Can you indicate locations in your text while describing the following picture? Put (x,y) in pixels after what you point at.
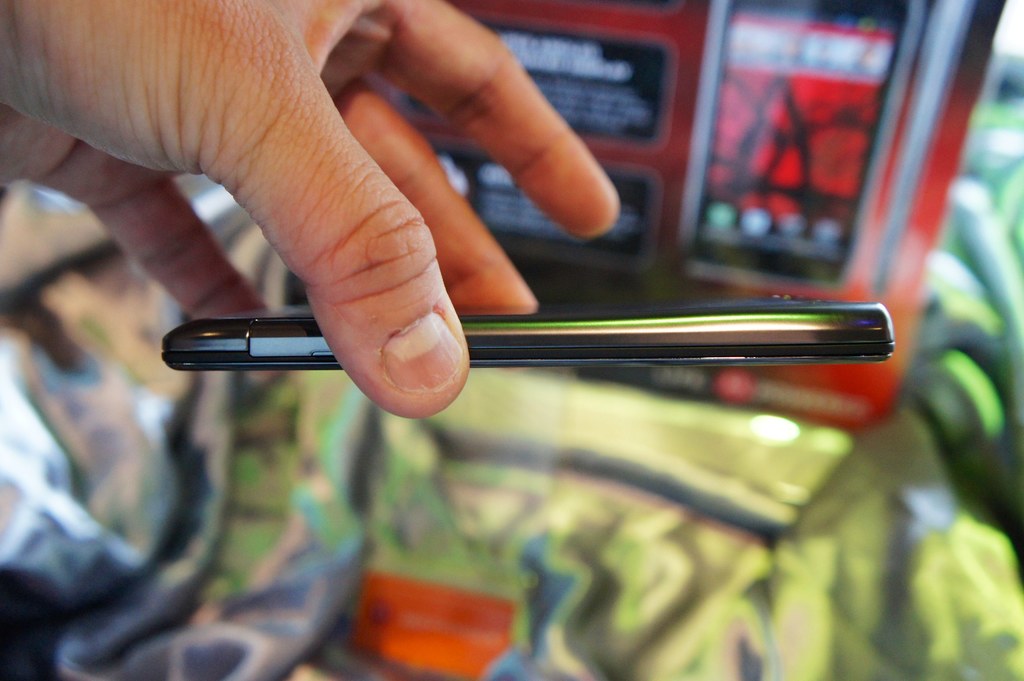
In this picture we can see a person's hand (259,208) and a mobile (846,317). In the background (593,550) we can see some objects (753,137) and it is blurry.
